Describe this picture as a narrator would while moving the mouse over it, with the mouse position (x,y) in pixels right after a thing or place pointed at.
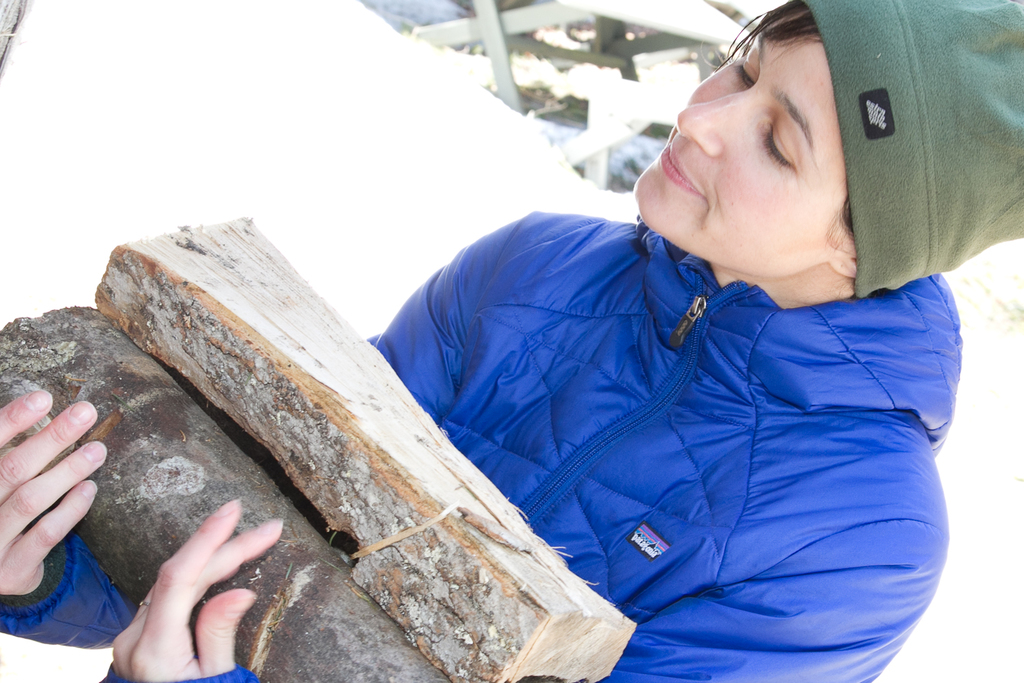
In the image a person (530,215) is standing and holding stems (352,338).
